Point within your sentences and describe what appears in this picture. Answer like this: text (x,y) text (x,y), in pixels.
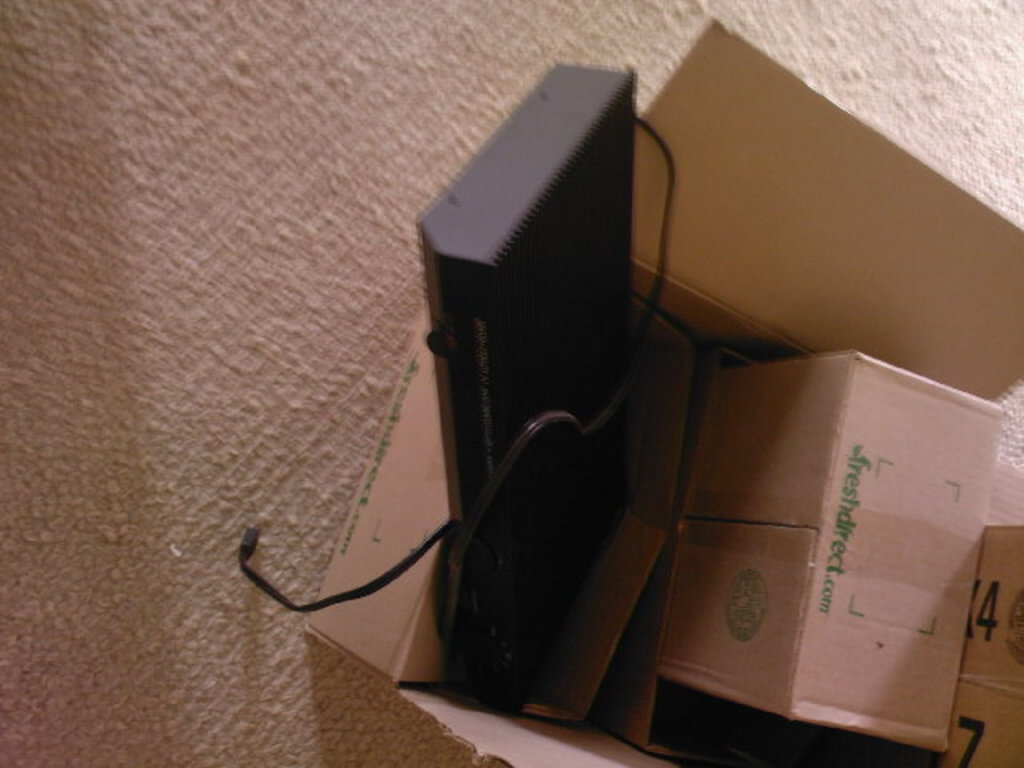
In this picture we can see a device (519,509) in a box (659,241). There are a few boxes (763,627) on a creamy surface (88,311).
